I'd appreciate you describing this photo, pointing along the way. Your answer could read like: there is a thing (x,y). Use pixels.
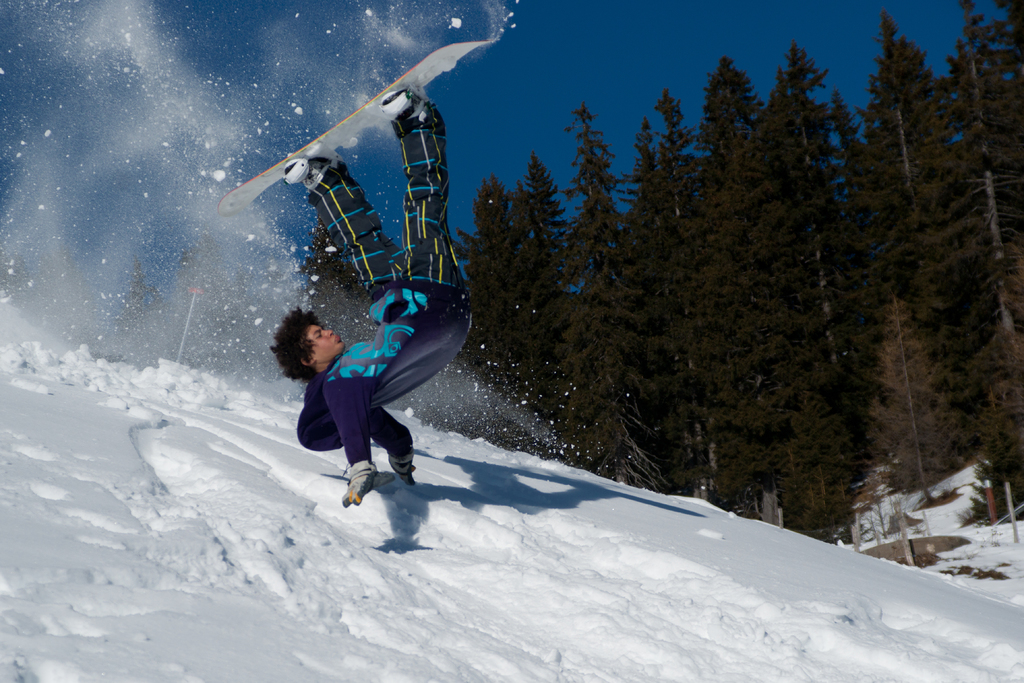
This picture consists of person (447,301) visible up side down and there is a snowboard (265,179) on person's legs (419,127) and on the floor (100,546) there is snow (40,439) and there are trees (828,536) and the sky (844,21) visible on the right side (880,42).
